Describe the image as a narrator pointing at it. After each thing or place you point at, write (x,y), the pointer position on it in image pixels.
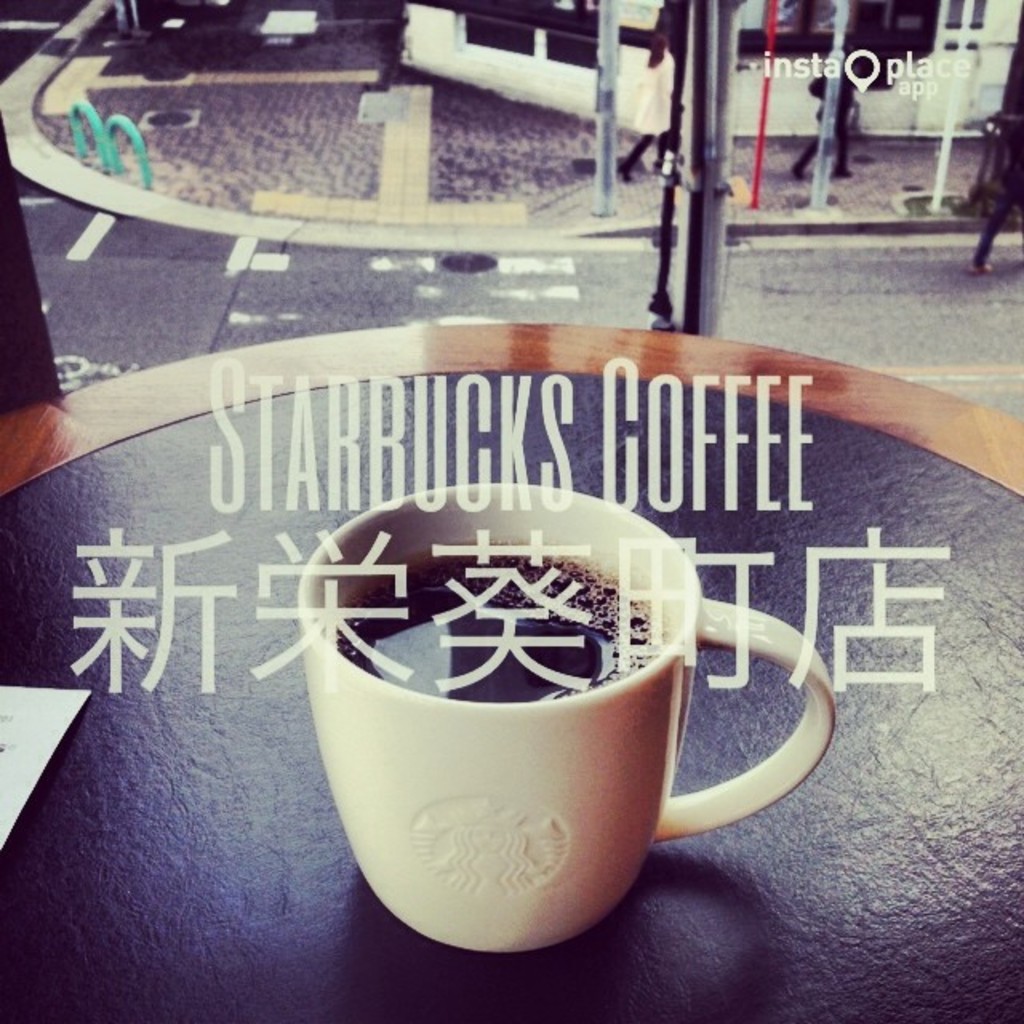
In this picture there is a cup (543,804) which has a coffee (505,667) placed in it is on the table (822,773) and there is Starbucks coffee written on it and there is something written in the right top corner (829,68).
